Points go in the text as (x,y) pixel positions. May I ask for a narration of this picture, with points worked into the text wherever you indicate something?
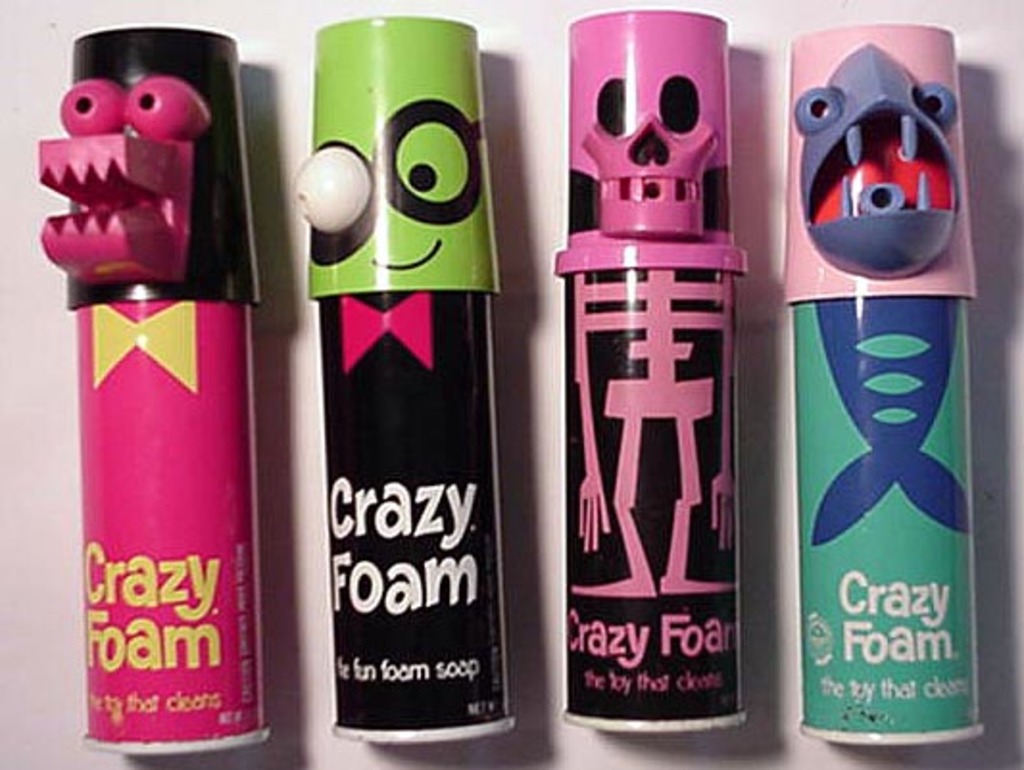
In this image there are foam sprays (485,394) with cartoon characters (477,234).
